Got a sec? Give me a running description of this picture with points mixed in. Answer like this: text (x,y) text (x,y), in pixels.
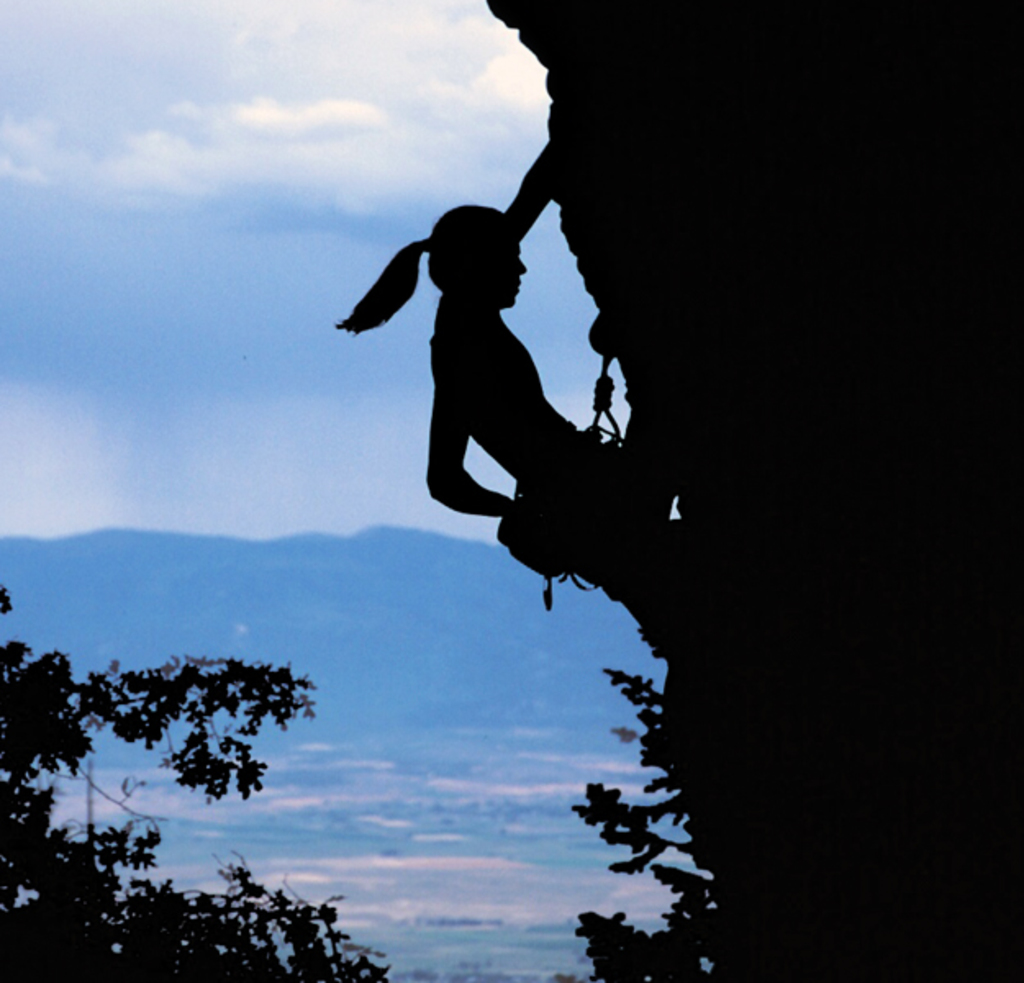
In this picture there is a woman (520,350) climbing the hill (659,229) towards the right (694,317). At the bottom (305,716) there are trees (47,732). In the background (409,730) there is a hill (26,610) and a sky (109,311).
